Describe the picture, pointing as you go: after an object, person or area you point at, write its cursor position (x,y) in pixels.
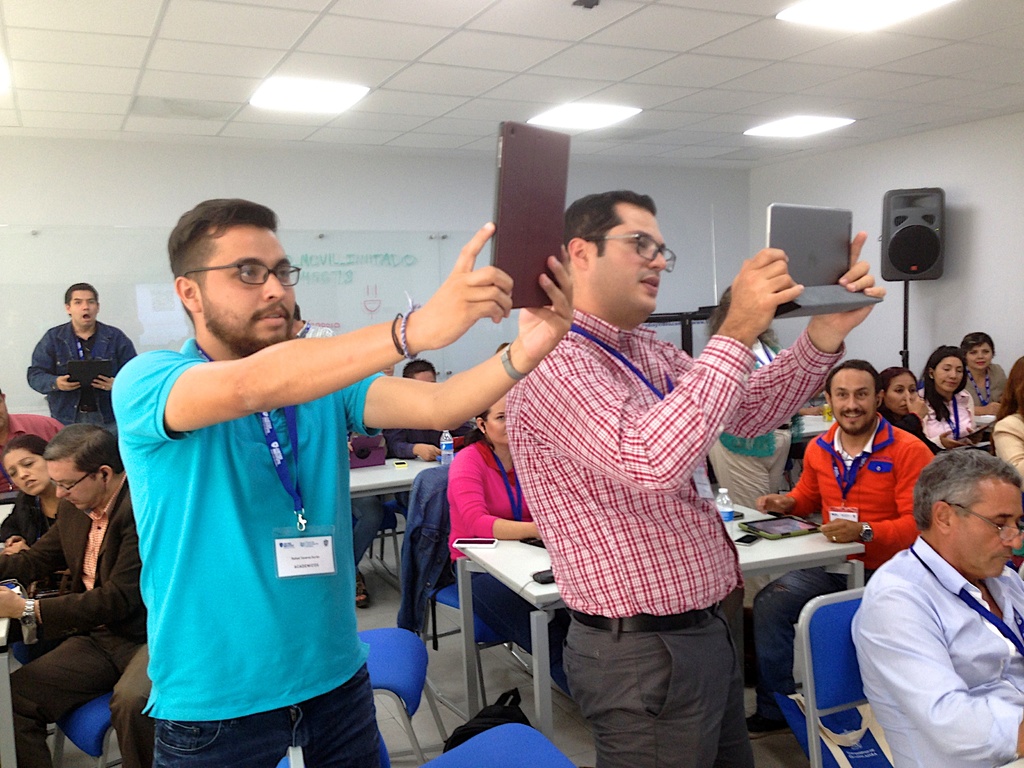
In this picture there are two men (218,327) in the center of the image (512,390), they are taking photos and there are other people (99,689) those who are sitting around the tables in the background area of the image (445,437), there are lamps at the top side of the image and there are boards (27,401) and a speaker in the background area of the image (468,358).
